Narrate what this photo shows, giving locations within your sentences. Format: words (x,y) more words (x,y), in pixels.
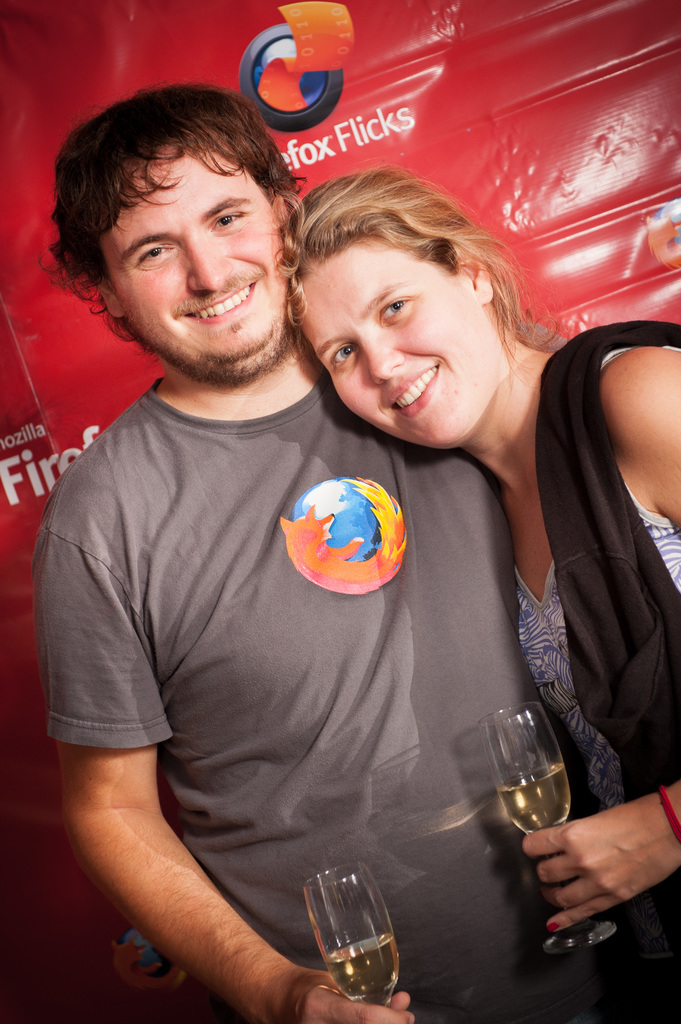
A couple (185,169) are posing to camera with wine glass (562,822) in their hand (600,837).
